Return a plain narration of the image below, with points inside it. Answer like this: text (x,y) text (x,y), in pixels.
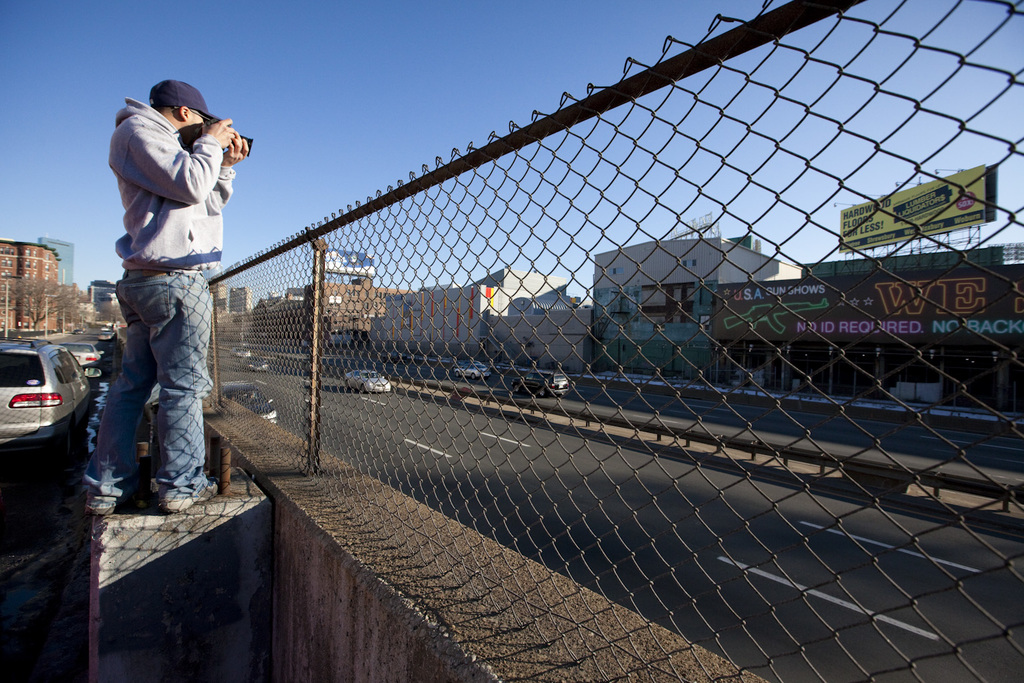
In this image we can see one person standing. And we can see the vehicles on the road (592,521). And we can see the buildings (658,255), shops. And we can see a few hoardings (930,214). And we can see the metal fencing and the sky (45,170).
